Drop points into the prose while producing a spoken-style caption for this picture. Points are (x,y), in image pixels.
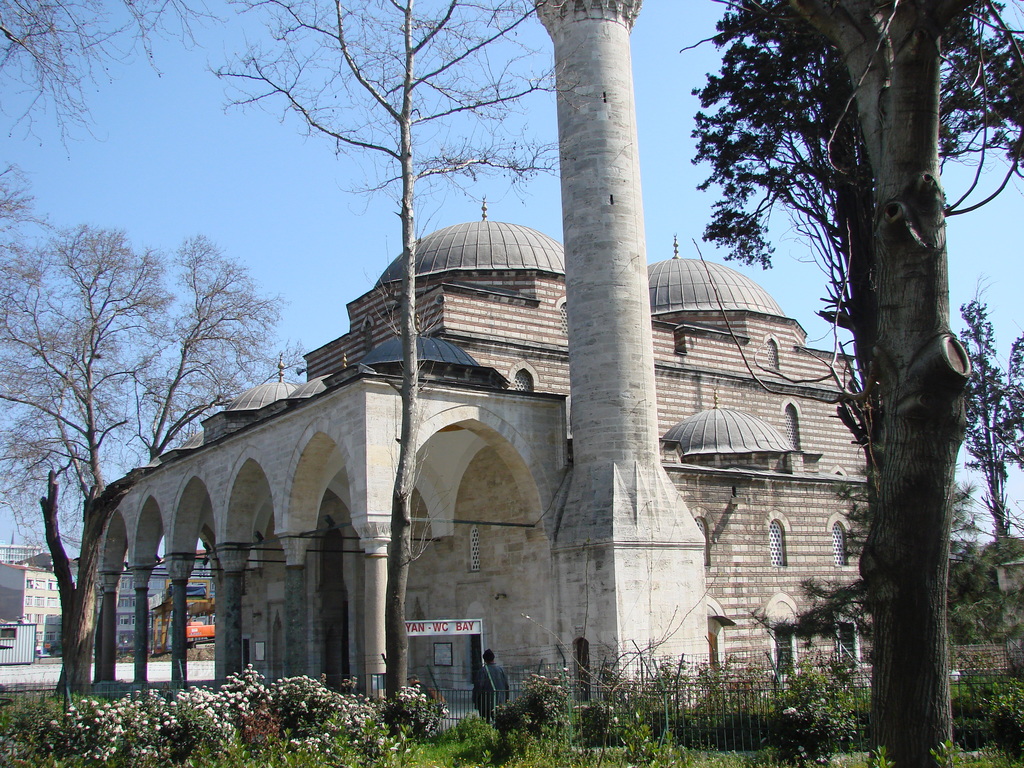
In this image we can see a building (373,398) with arches (226,520), pillars (230,582) and windows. There are railings (574,719). Also there are plants (339,716). Near to the building (109,578) there are trees (1005,425). In the back (44,588) there are other buildings (44,588). In the background (464,115) there is sky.
